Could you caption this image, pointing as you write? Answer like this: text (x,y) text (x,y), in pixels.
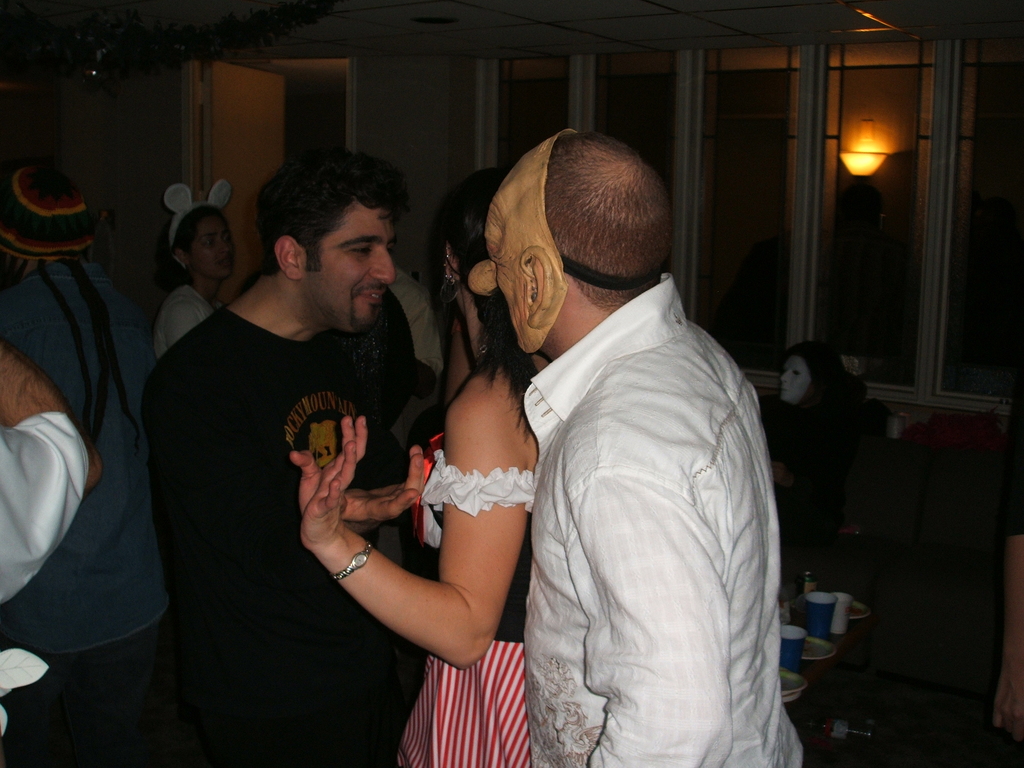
In the picture I can see a few persons (351,268). There is a man (600,427) on the right side (724,690) is wearing a white color shirt (630,412) and there is a mask (545,151) on his face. There is another man (337,355) on the left side (194,405) is wearing a black color T-shirt (246,360) and looks like there is a smile on his face (389,229). I can see another person (841,392) with the mask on the right side (840,376). I can see the plates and glasses (818,621) on the table (812,671) which is on the floor (838,676). In the background (973,244), I can see the glass windows (770,145). I can see the door (207,119) on the top left side of the picture (240,81).
